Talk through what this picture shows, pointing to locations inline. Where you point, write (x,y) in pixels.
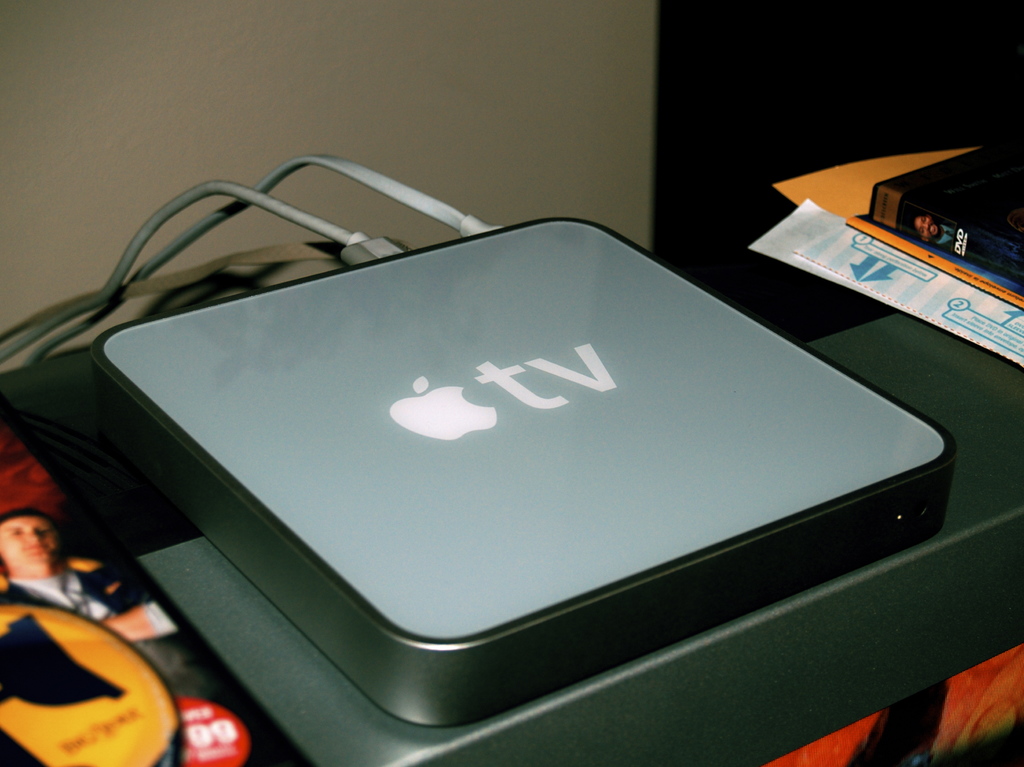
In the picture we can see a set top box (708,515) and a print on it as Apple TV and the box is connected with some wires (337,236) and besides, we can see some papers (861,257) and album (929,212) which is black in color and in the background (122,182) we can see a wall (70,214).
